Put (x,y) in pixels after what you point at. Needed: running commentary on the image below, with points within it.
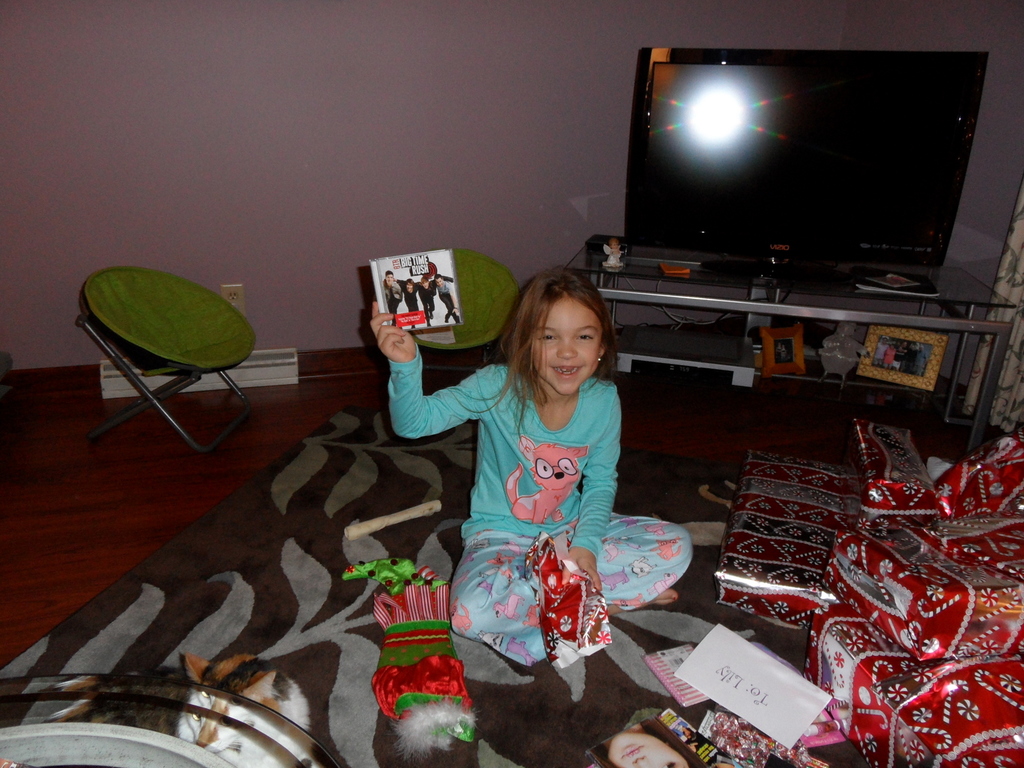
In the given image we can see a child (544,422) sitting and smiling. She is having a object (386,286) in her hand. This is a chair (178,377), TV (775,168), gifts (865,551) and a cat (233,684).
